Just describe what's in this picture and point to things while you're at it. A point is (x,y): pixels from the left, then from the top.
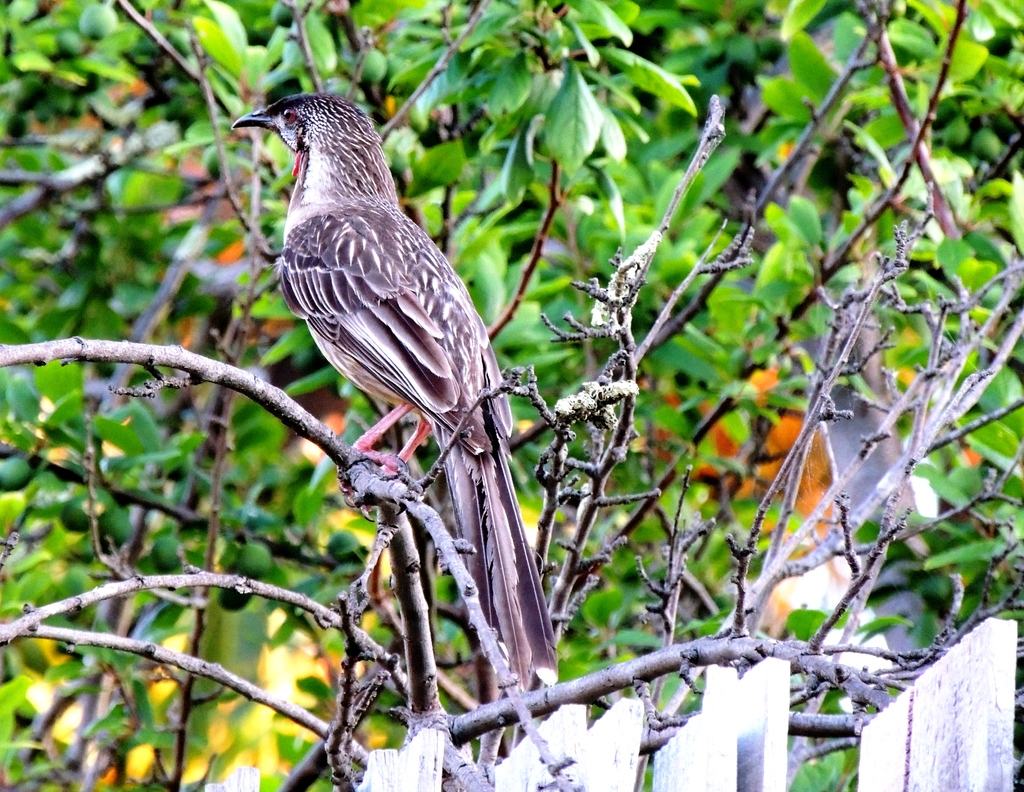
In this picture we can see a bird (454,357) on a branch (43,349) and in the background (276,439) we can see trees (513,150).
